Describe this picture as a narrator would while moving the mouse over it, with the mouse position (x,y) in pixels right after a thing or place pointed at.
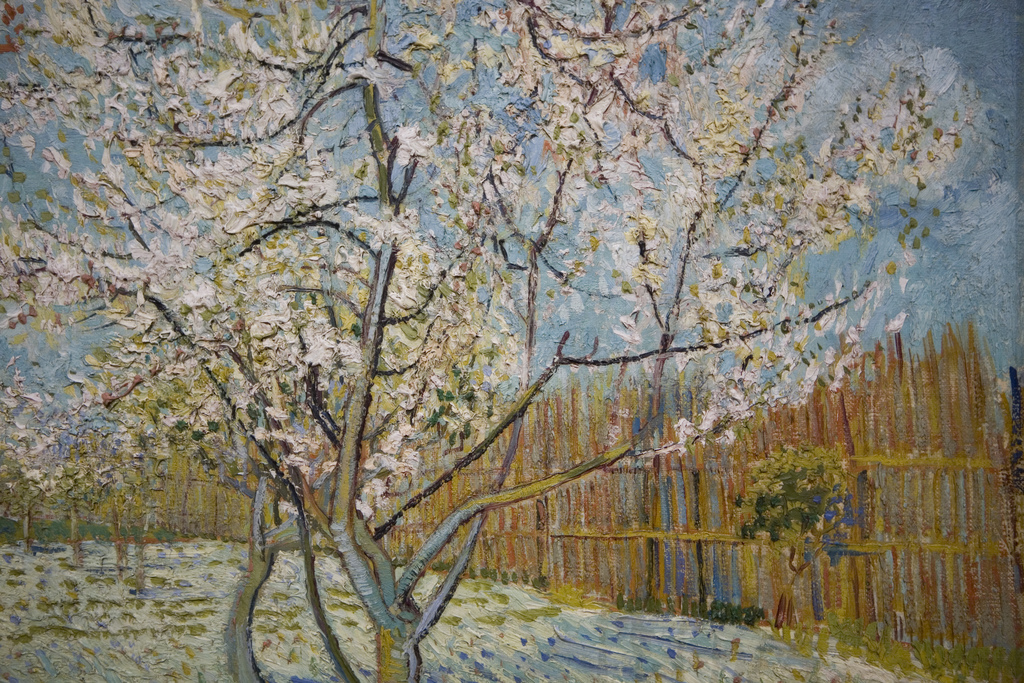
In this picture I can see the painting (373,296). In that painting (409,341) I can see the tree (462,397), fencing (953,439), sky (998,329) and grass (503,631).
